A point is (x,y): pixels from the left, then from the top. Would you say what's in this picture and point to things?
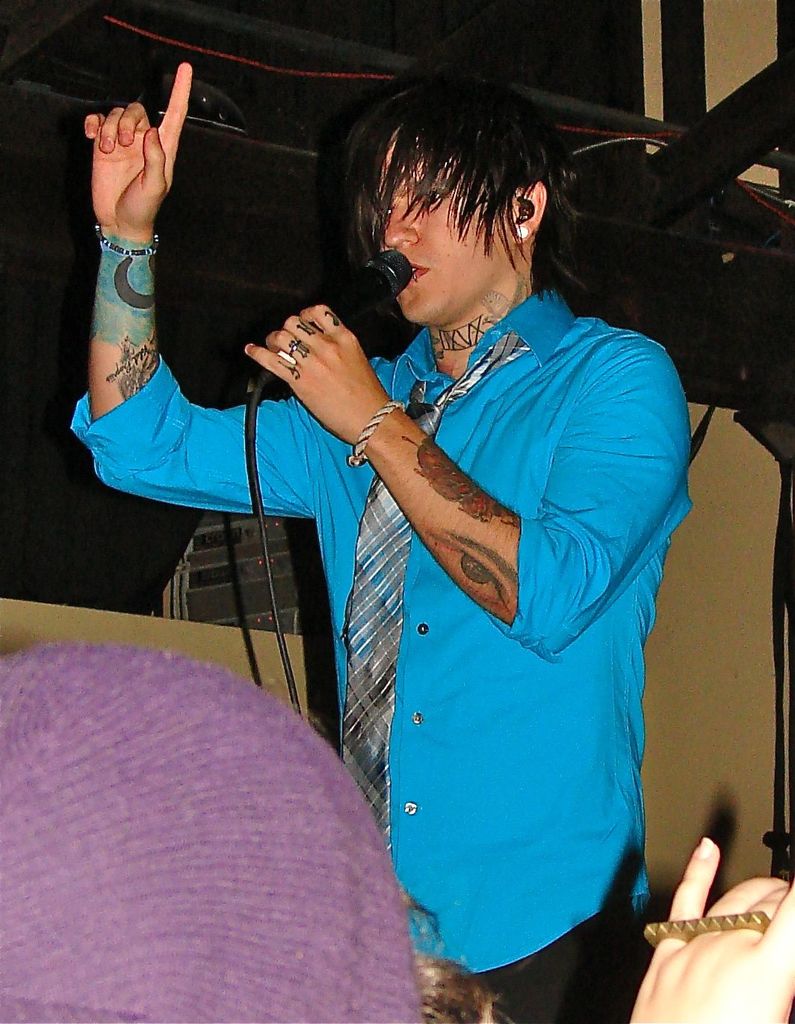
Bottom of the image (232,853) a person (68,886) is sitting. In the middle of the image (277,622) a person (643,885) is standing and holding a microphone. Behind the person (301,441) there is a wall (747,666).
